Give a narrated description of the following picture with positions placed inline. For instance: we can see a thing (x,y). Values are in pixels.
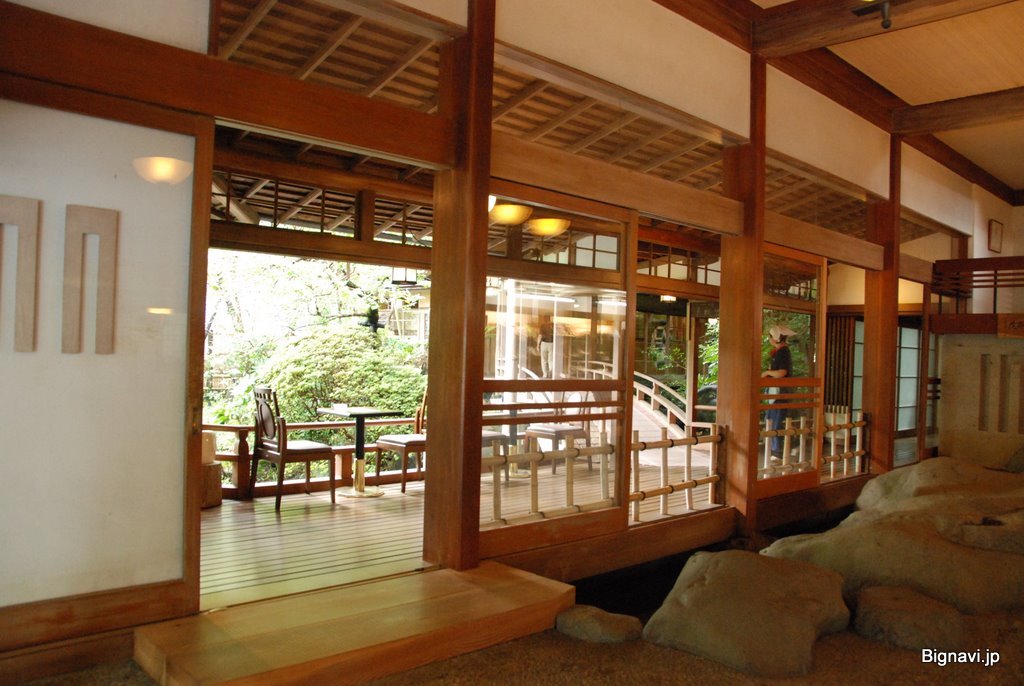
In this image we can see the inside view of the house (524,393) that includes chairs (420,406), stairs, wooden pillars (727,308), lights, plants (349,263) and we can also see a person (546,332).
